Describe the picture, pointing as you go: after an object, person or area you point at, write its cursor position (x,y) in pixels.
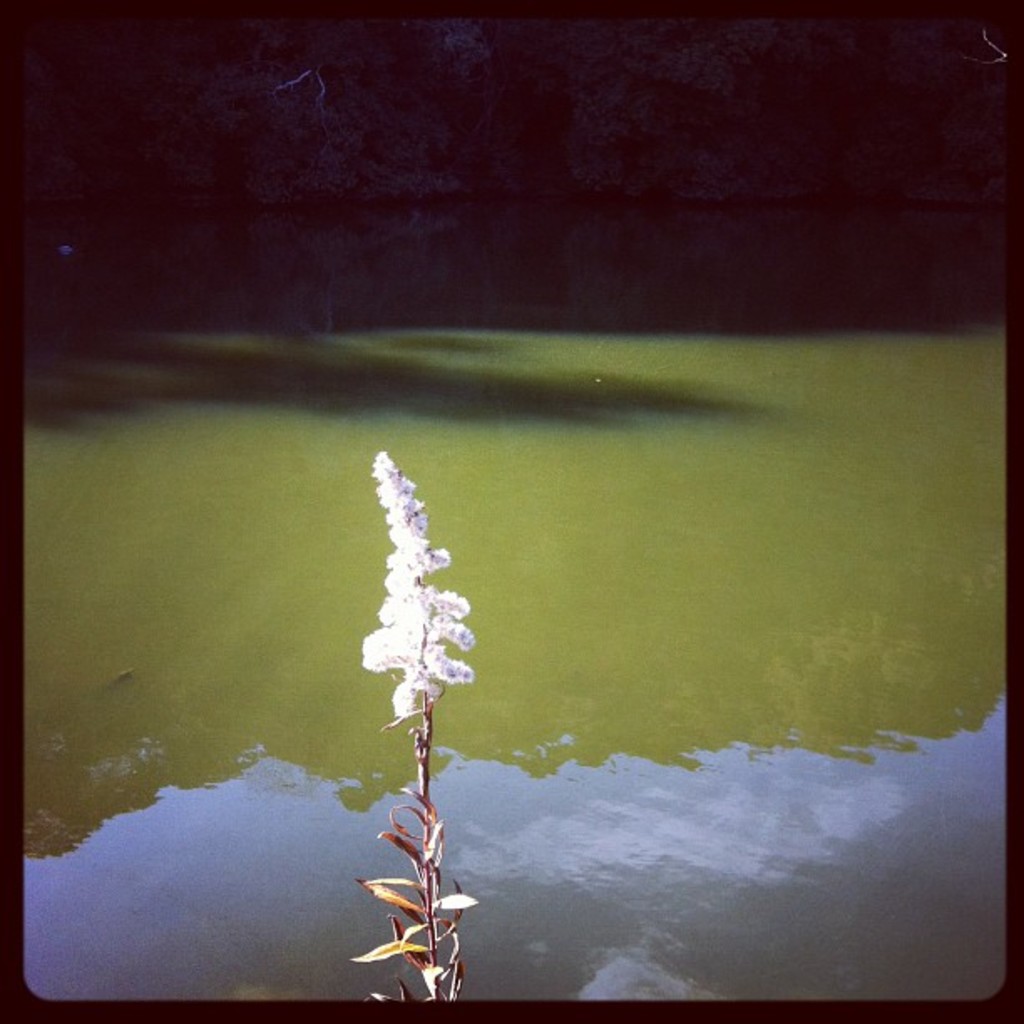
In this image we can see a plant (366,664) with a flower (388,480) on it, there are some trees (249,164) and water (828,535).
